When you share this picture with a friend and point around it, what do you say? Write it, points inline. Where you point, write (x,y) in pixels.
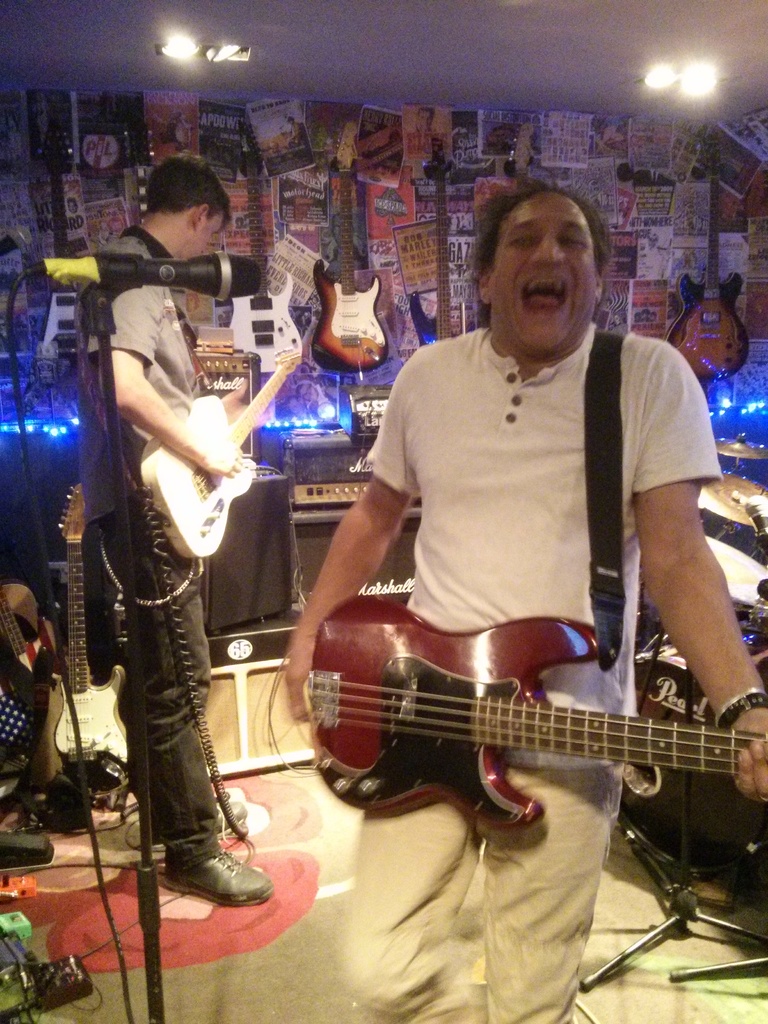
This is a room (391,362) and there are two people (450,433) in it. On the left (134,385) we have microphone (189,282) and a person (156,319) is holding guitar (187,531) and he wore a black shoe (249,872). On the right (571,441) the person (553,563) is holding guitar (512,722) and smiling. In the background (482,147) we can see a wall (355,181) with lot of posters (355,181) and many guitars (340,301) hanging over it. At the roof top (241,38) we can see 2 lights (225,46).
